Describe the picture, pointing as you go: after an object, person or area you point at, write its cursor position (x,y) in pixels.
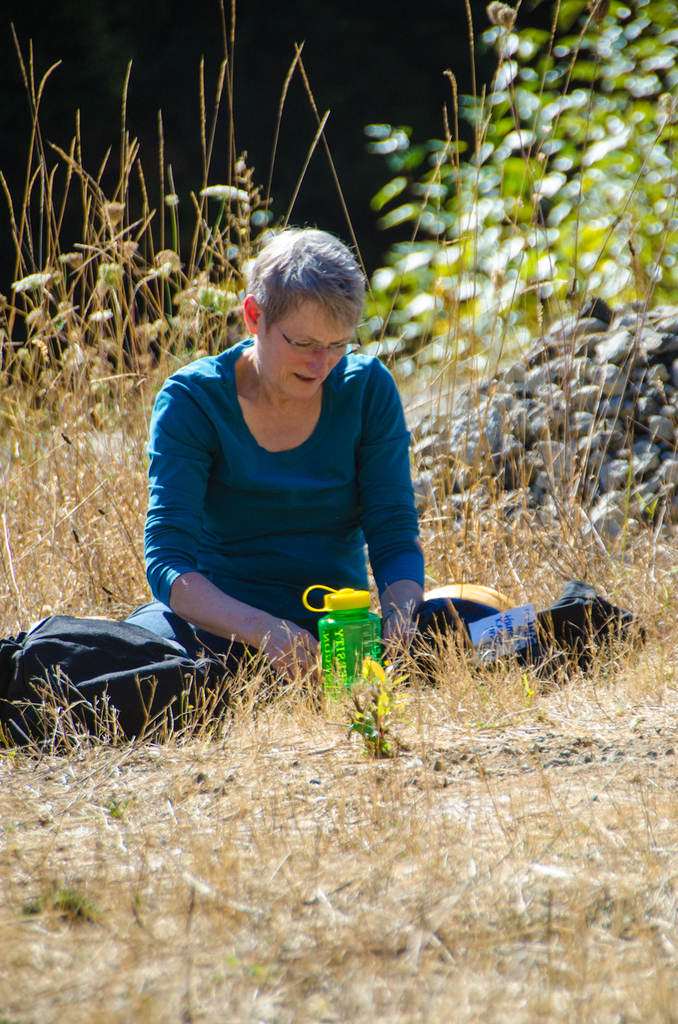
On the background of the picture (467,207) we can see plants (485,214). Here we can see one women (351,336) wearing spectacles (316,347) sitting. In Front of her there is a water bottle (377,622), beside to her we can see a bag (581,654). This is a dried grass land area (332,890).
